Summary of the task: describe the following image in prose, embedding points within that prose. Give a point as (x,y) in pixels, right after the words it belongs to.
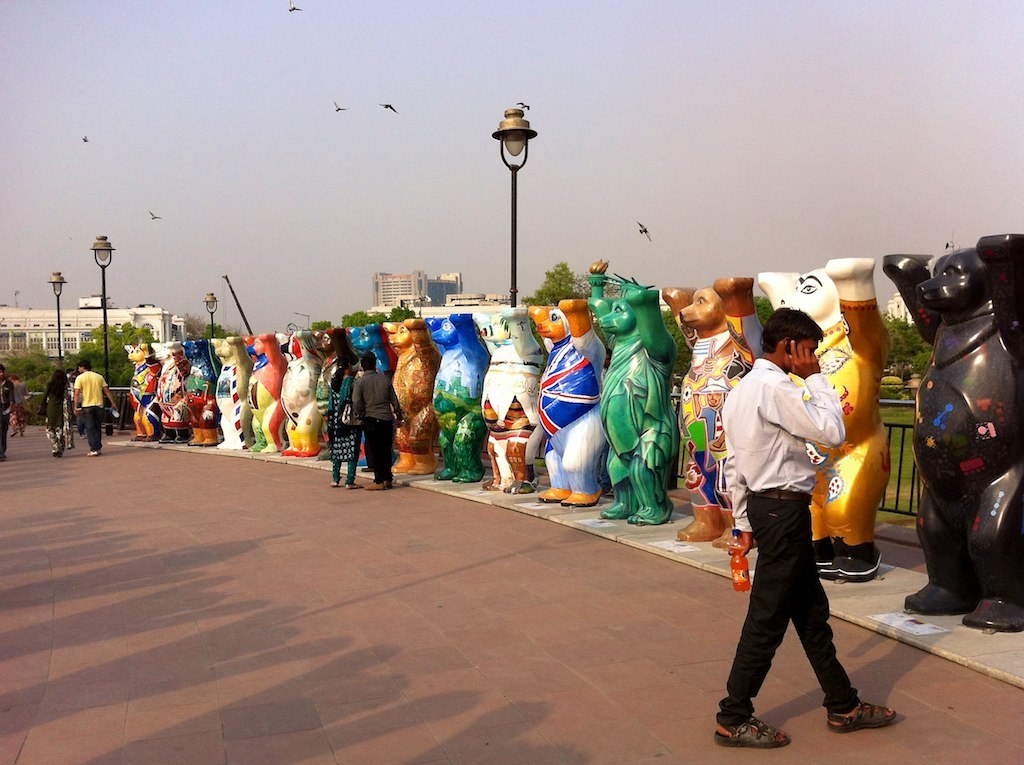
In this image I can see the ground (379,590), few persons (95,415) standing on the ground (370,580), few colorful statues (484,411) of animals (504,389), few poles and few trees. In the background (73,341) I can see few buildings (64,324), few birds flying in the air and the sky (432,110).
